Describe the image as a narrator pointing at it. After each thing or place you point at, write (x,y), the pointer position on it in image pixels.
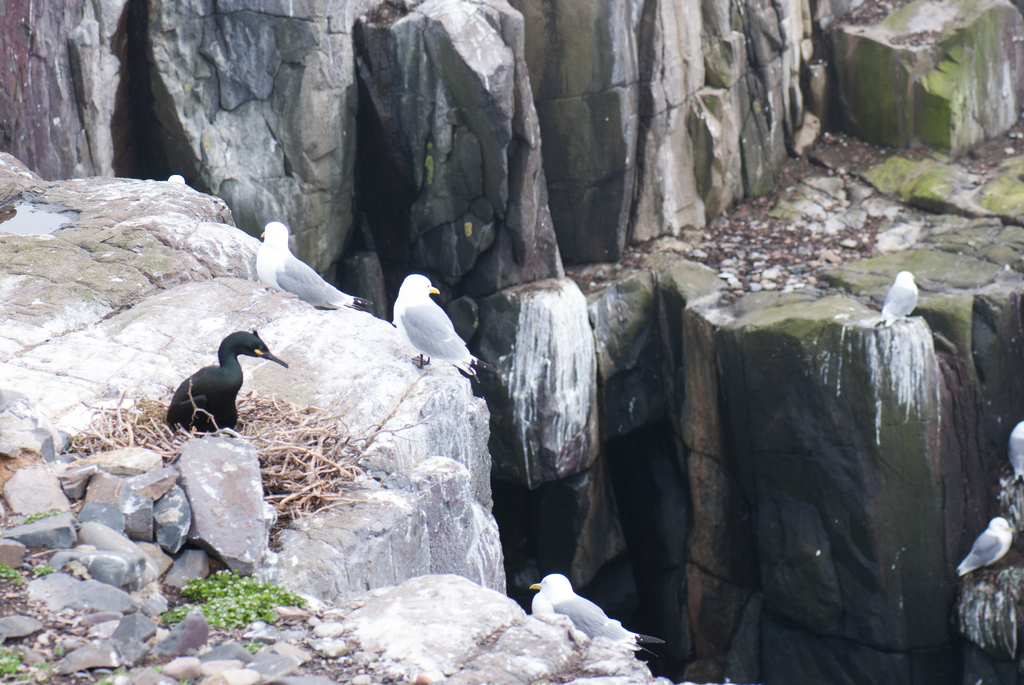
In this picture there are birds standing on the hill (355,392). On the left side of the image (188,676) there is a black bird (198,430) standing on the nest (277,490) and there are stones (130,597) and plants (248,603). At the back (291,171) there is a hill (291,167).
